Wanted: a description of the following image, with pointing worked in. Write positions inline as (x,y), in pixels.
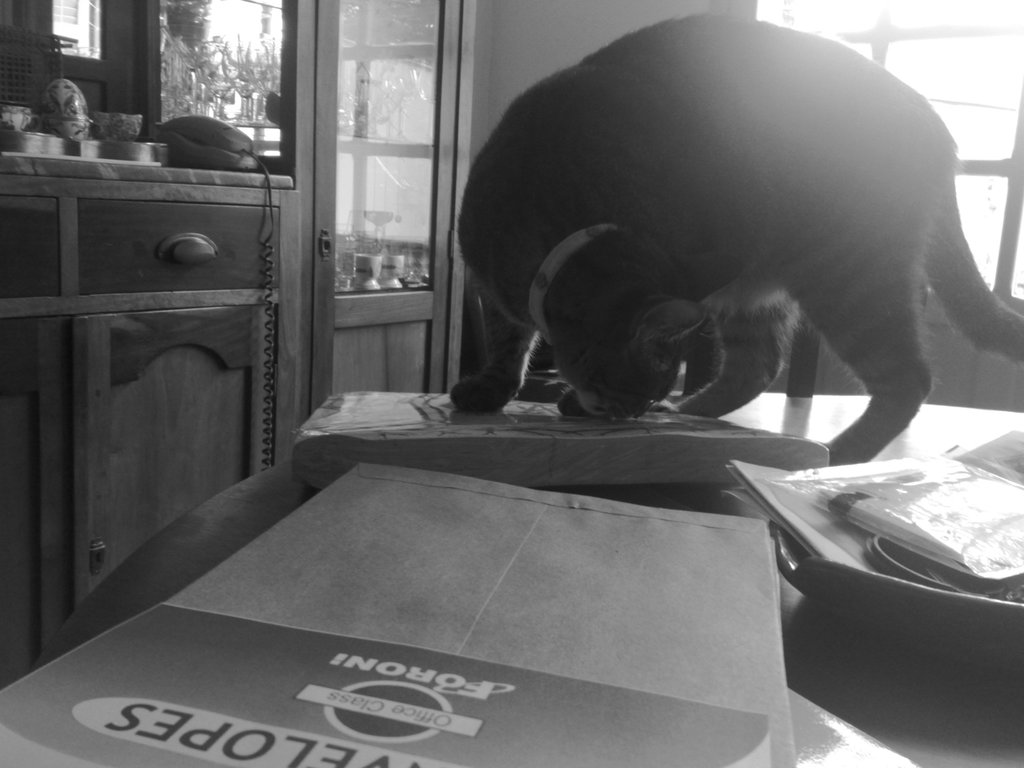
There is a cat (658,394) on the table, behind it there are glasses (251,73), cupboards (135,208), window (901,21).
